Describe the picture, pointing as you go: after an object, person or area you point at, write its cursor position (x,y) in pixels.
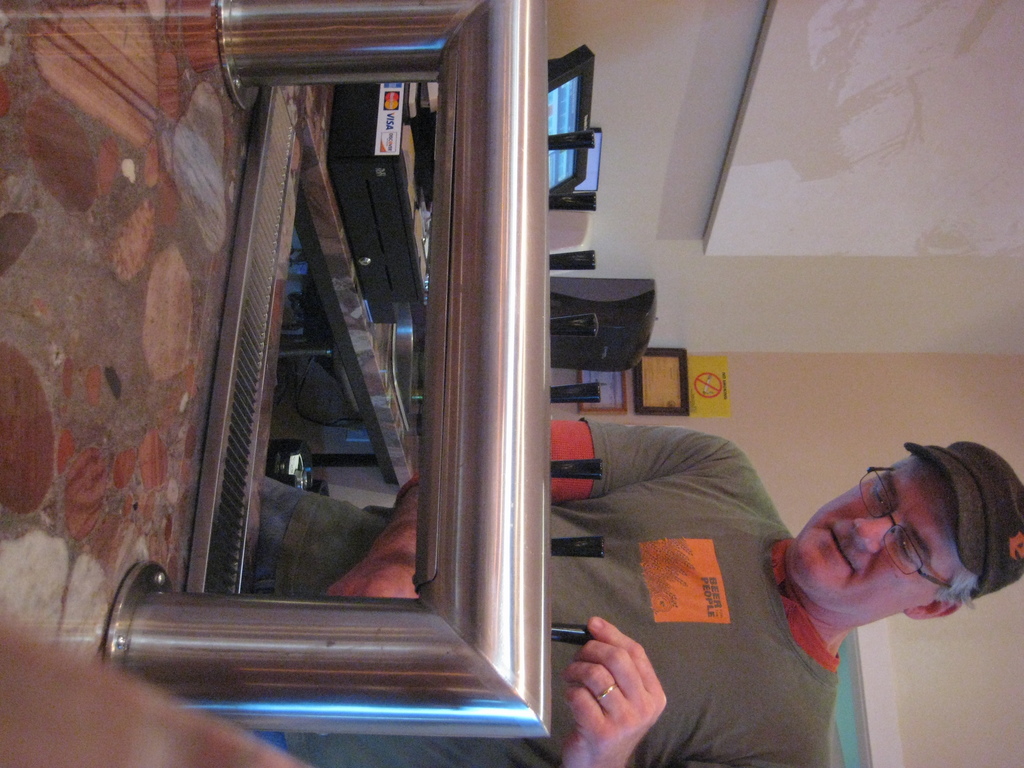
This is a rotated image. In this image there is a person (556,595) standing and doing something with the objects (499,620), which are placed on the platform (102,480) and there are so many objects (575,309). In the background (681,380) there are a few frames (655,378) hanging on the wall (793,343).
